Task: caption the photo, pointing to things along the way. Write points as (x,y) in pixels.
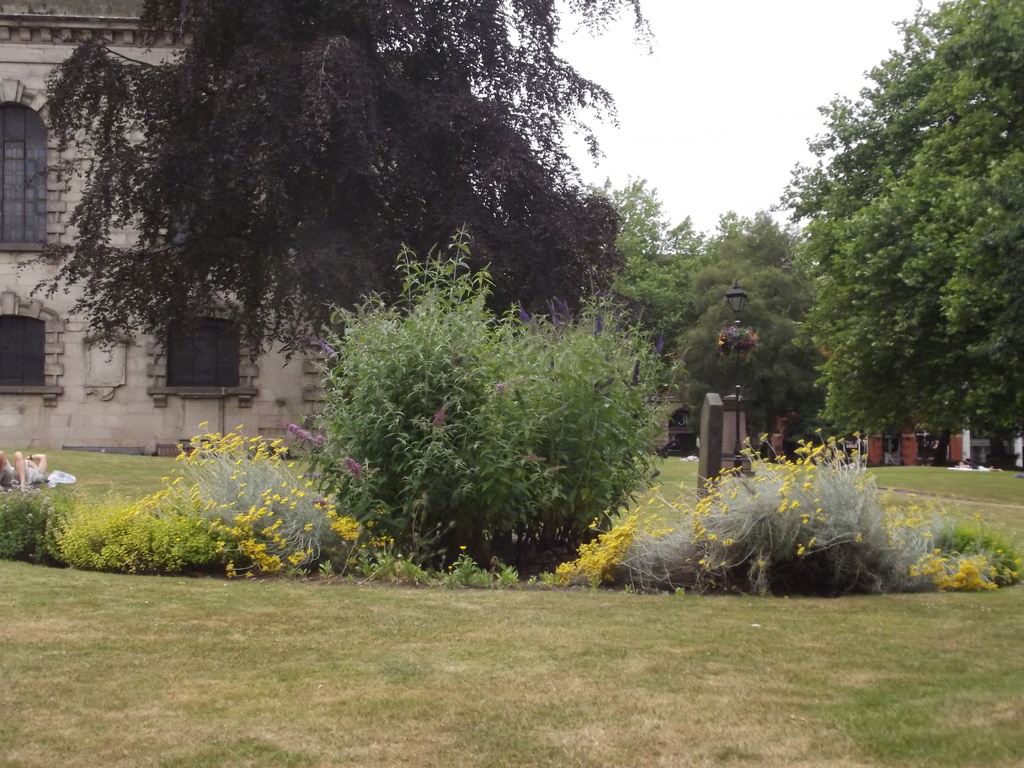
There are some plants (417,557) and a grassy land (174,598) at the bottom of this image (461,520) and there are some trees (505,258) in the background (505,258). There is one building (59,360) on the left side of this image (117,383). There is a sky (705,94) on the top of this image (700,85).
